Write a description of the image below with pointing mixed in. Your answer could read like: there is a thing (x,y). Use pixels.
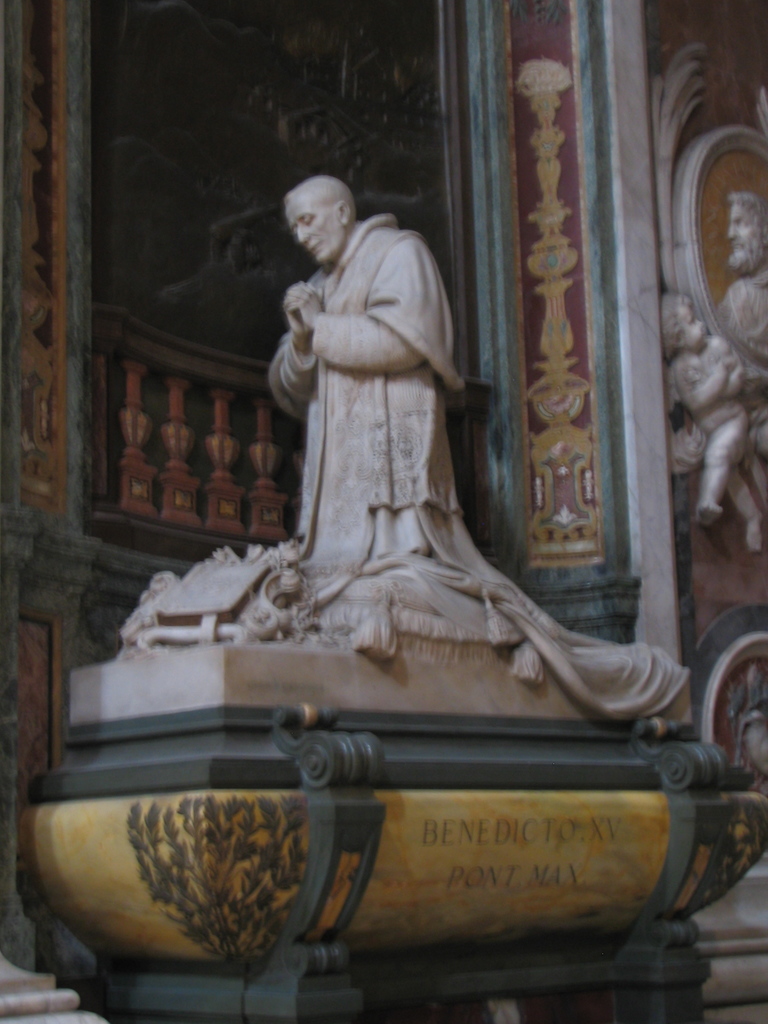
In this picture in the middle (397,499), we can see a statue (388,466). In the background (474,31), we can see some sculptures (717,414) and a wall (200,558).
